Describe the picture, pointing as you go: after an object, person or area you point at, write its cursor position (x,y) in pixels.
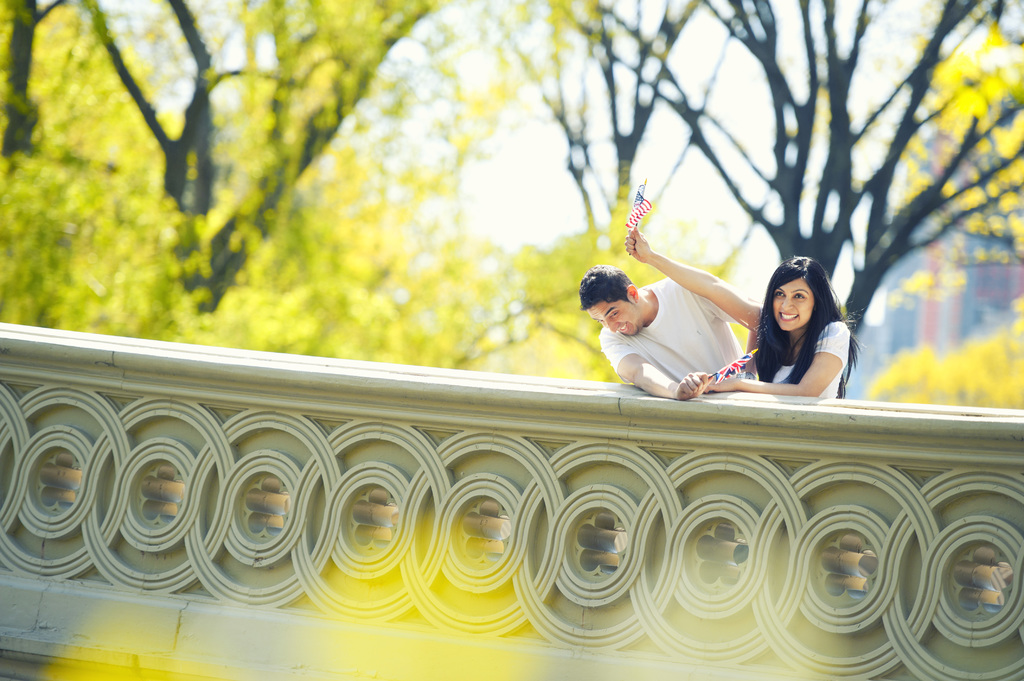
In the picture we can see man (689,379) and woman (767,367) wearing white color dress (651,333) holding flags (743,365) in their hands (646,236) and in the background of the picture (515,183) there are some trees (450,149), clear sky (757,82).
